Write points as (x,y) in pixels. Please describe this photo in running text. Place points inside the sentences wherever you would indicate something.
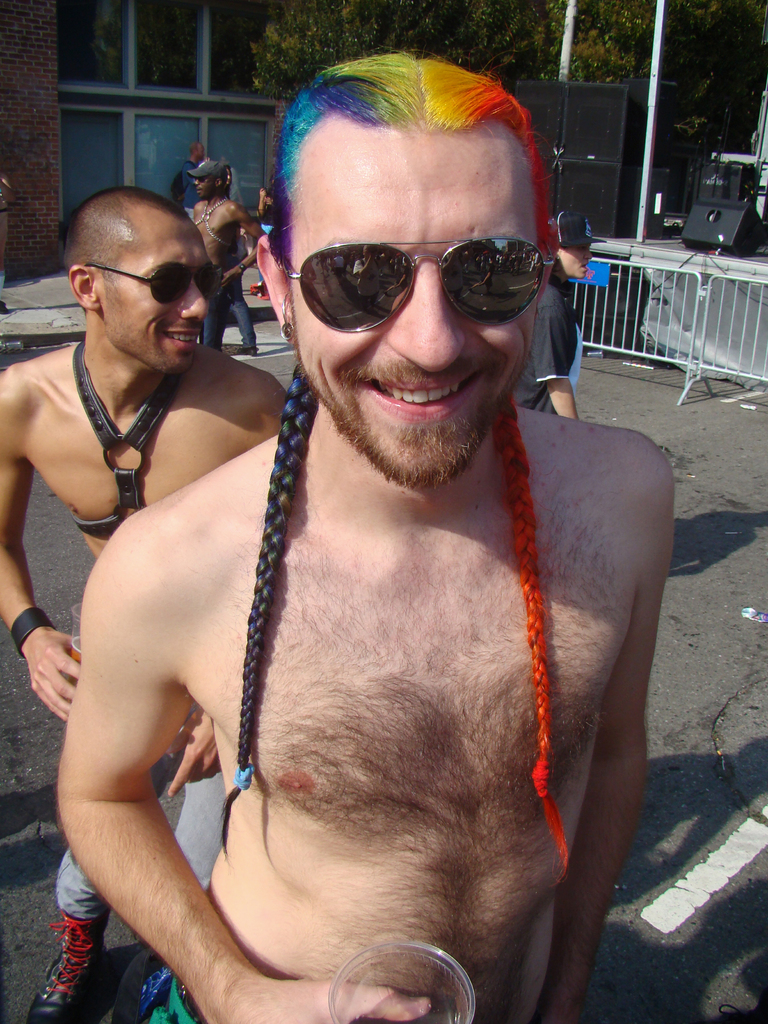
This image is taken outdoors. At the bottom of the image (655,916) there is a road (650,949). In the background (137,111) there is a building (149,105) with walls (111,104) and there are a few trees (538,41). There is a pole (655,75). On the right side of the image (624,267) there is a railing (697,293) and there are a few things (739,184) on the dais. A few people (223,232) are standing on the road (659,962). In the middle of the image (312,545) two men (327,634) are standing on the road (649,968) and a man (333,969) is holding a glass (364,979) in his hand (328,1001). He is with smiling face (417,284).
